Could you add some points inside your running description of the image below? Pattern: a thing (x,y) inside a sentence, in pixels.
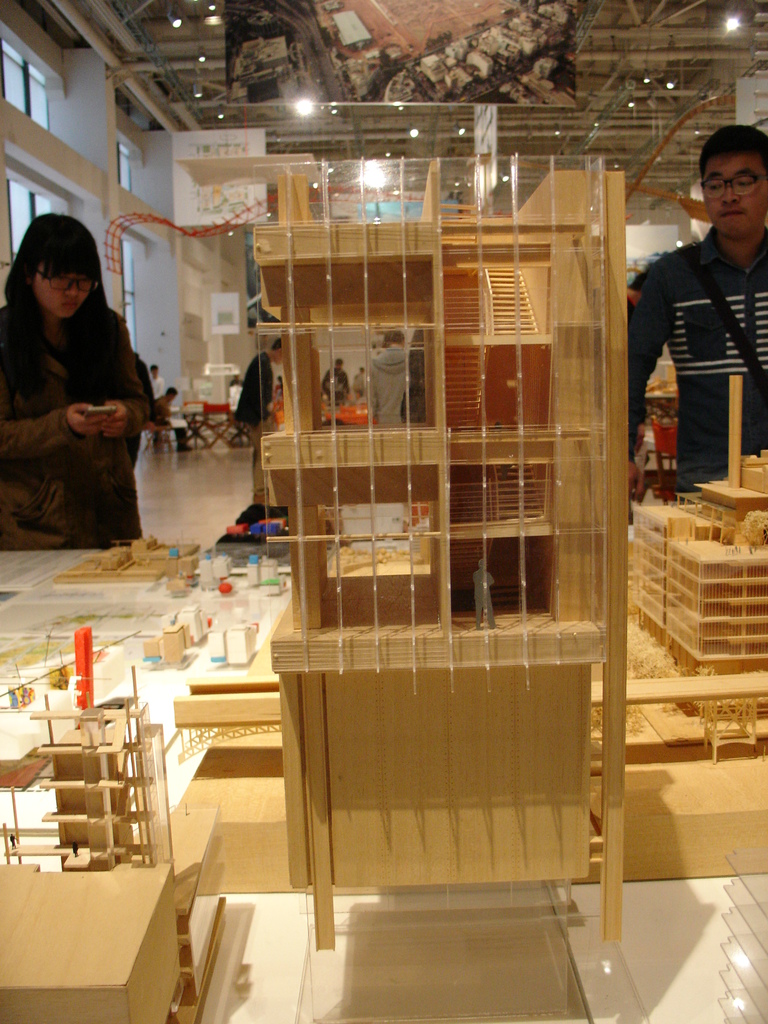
Here in this picture we can see some wooden building designs (321,709) present on a table (109,642) and we can also see people (253,426) standing on the floor (239,454) and watching it and at the top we can see lights (301,111) present and in the far we can see people (236,396) sitting on chairs (208,431) with table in front of them.
